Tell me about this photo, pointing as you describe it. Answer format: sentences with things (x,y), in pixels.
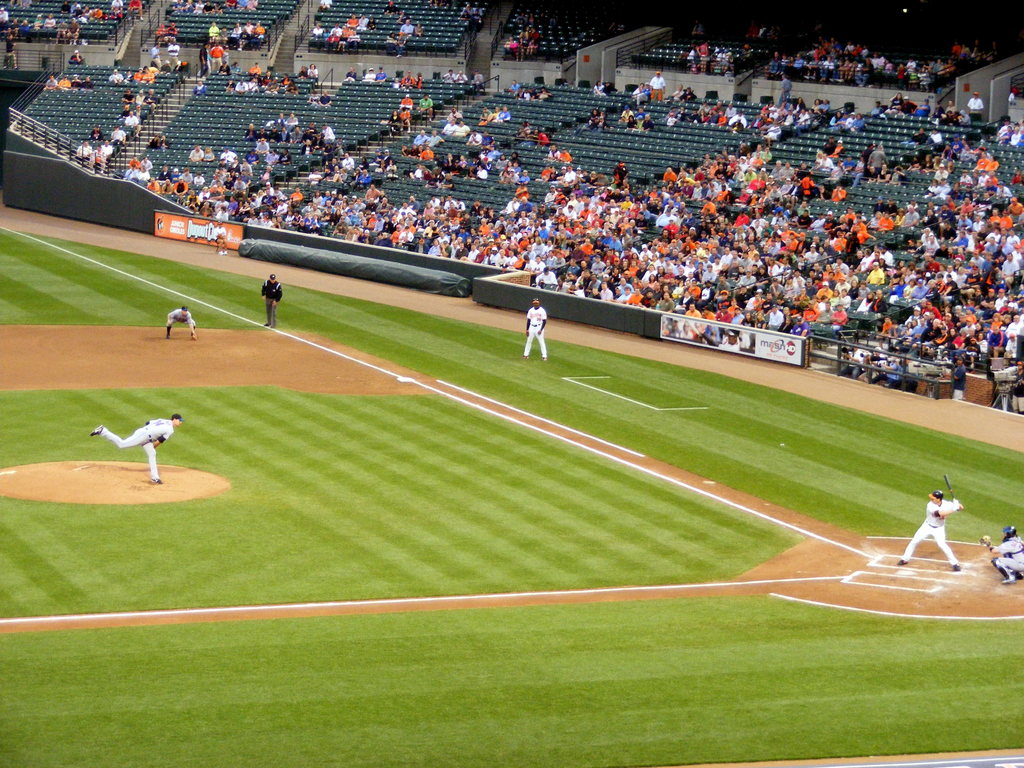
There are some people (933,533) playing baseball. On the ground (366,504) there is grass lawn (537,581). In the back (344,181) there are many people (883,226) sitting on the stadium (186,140). Also there are banners (787,352).
